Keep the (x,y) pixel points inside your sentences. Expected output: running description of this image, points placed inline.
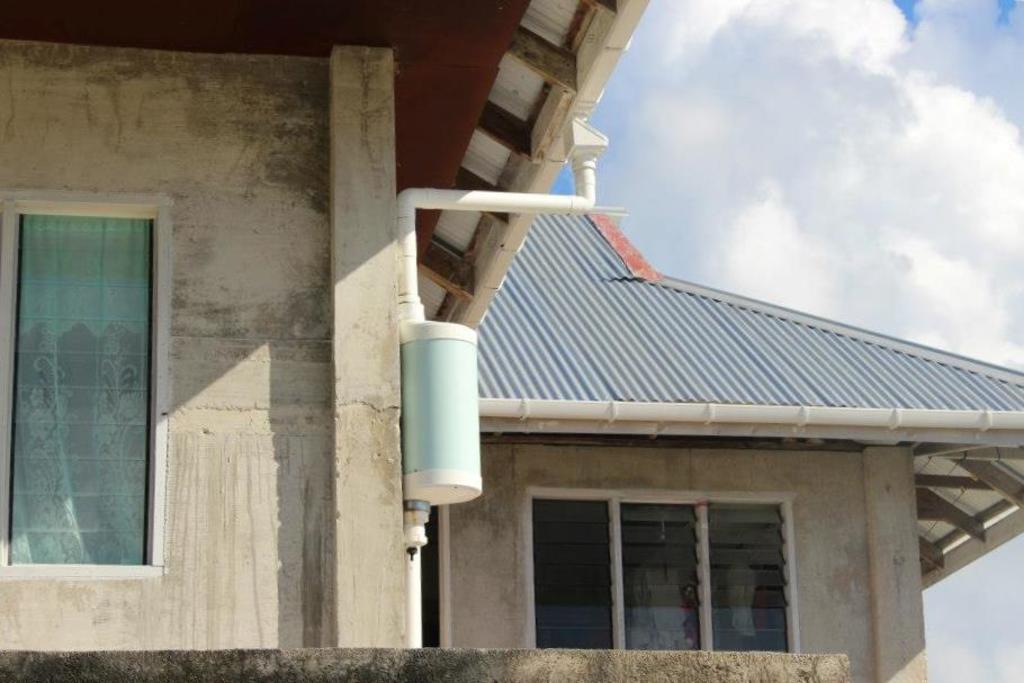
In this image I can see a house (230,504), windows (550,507) and the sky (786,230). This image is taken may be during a day.
